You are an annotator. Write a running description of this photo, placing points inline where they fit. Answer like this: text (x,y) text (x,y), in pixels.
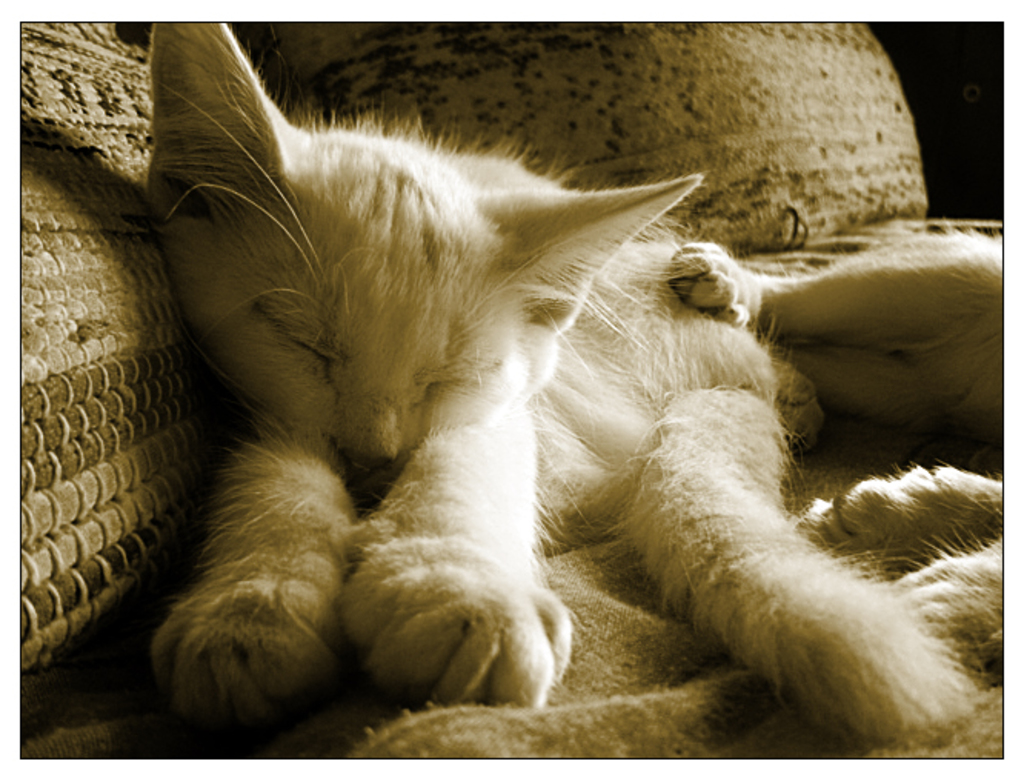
There are two cats (715,369) present in the middle of this image (494,370). It seems like pillows (64,350) in the background (123,458).
